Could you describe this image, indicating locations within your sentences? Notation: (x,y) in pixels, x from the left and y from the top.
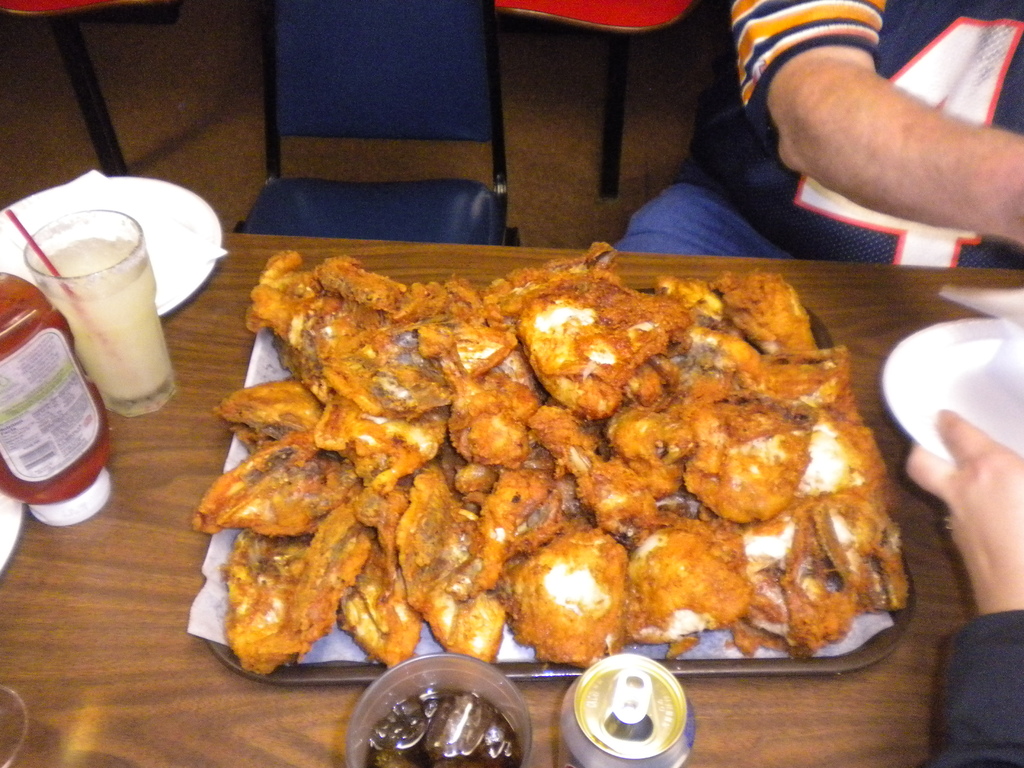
In this image at the bottom (66,651) there is a table (130,621), and on the table (156,676) there is tray (321,406). In the tray (758,474) there is some food (499,440), and there is glass (145,357), bottle (63,451), plates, and in the glass (59,262) there is drink (430,728). And on the right side of the image (962,111) there are two people (951,250) sitting, and one person (963,513) is holding a plate (963,365) and there are some chairs (432,108). At the top of the image (525,140) there is floor (246,164).
